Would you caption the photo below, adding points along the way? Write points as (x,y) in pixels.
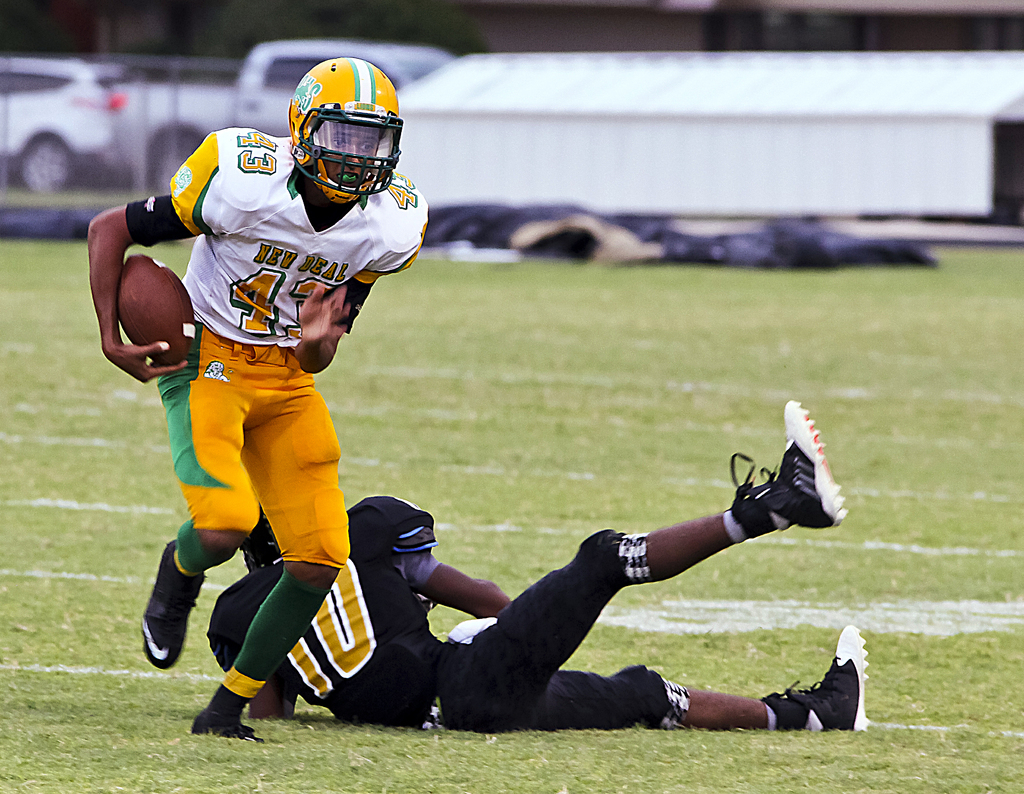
In this picture we can see two persons (530,674) in the ground (503,750). He is laying on the ground (512,761) and he is holding a ball (146,306) with his hand (122,358). And he wear a helmet (321,165). On the background (168,110) we can see some vehicles (4,73). And this is the grass (553,443).
